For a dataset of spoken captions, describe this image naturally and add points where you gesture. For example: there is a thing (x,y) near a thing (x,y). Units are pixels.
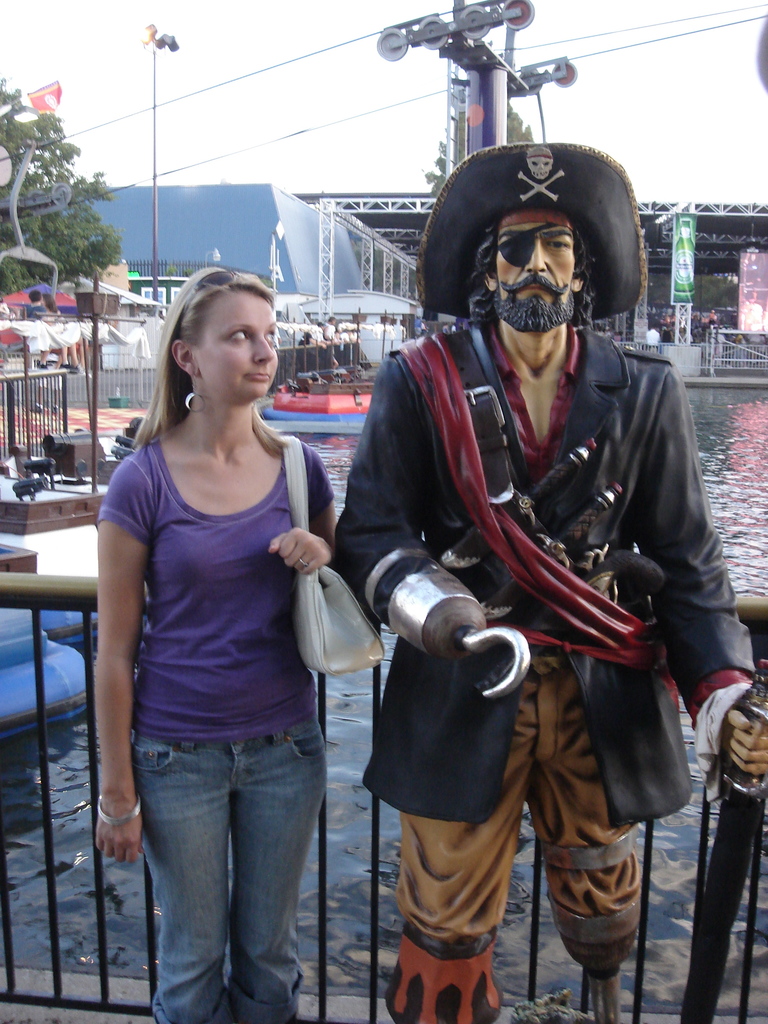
In this image I can see on the right side (519,762) there is a doll (585,527) in the shape of a man, beside it a woman (313,529) is standing, she is wearing t-shirt (258,638), trouser (213,816). At the back side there are boats (8,474) in the water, on the left side (73,241) there are trees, at the top (294,70) it is the sky (328,80).
